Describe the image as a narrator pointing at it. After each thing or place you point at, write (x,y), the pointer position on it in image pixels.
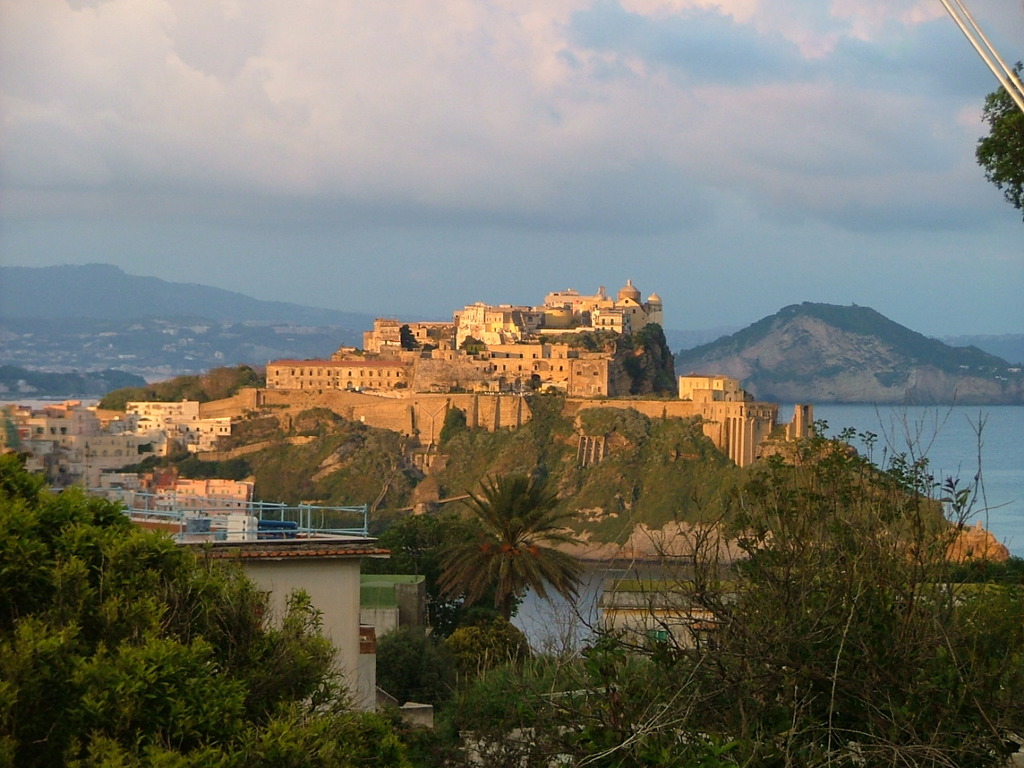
In this image I can see number of trees (854,730) and number of buildings (588,372) in the front (591,762). In the background (996,430) I can see water (1002,467), mountains (6,313), clouds (608,184) and the sky (458,185). I can also see few silver colour things (987,42) and a tree (1006,95) on the top right side of this image (1016,174).
